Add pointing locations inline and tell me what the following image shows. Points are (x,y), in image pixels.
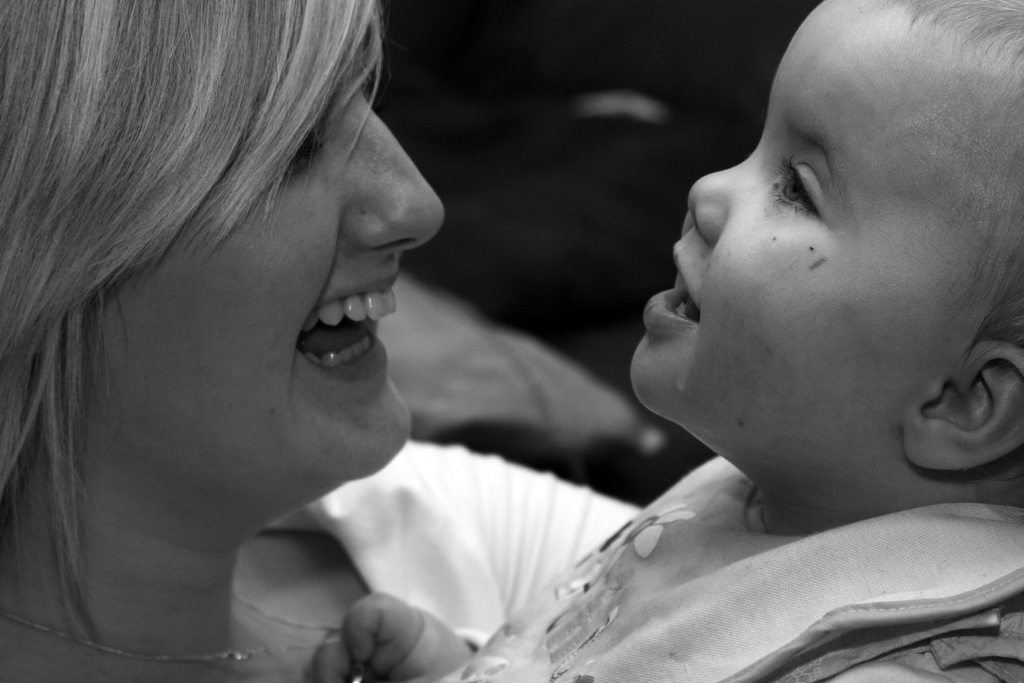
In this image there are two persons (714,648) truncated, there are person (183,255) smiling, the background of the image (648,50) is blurred.
